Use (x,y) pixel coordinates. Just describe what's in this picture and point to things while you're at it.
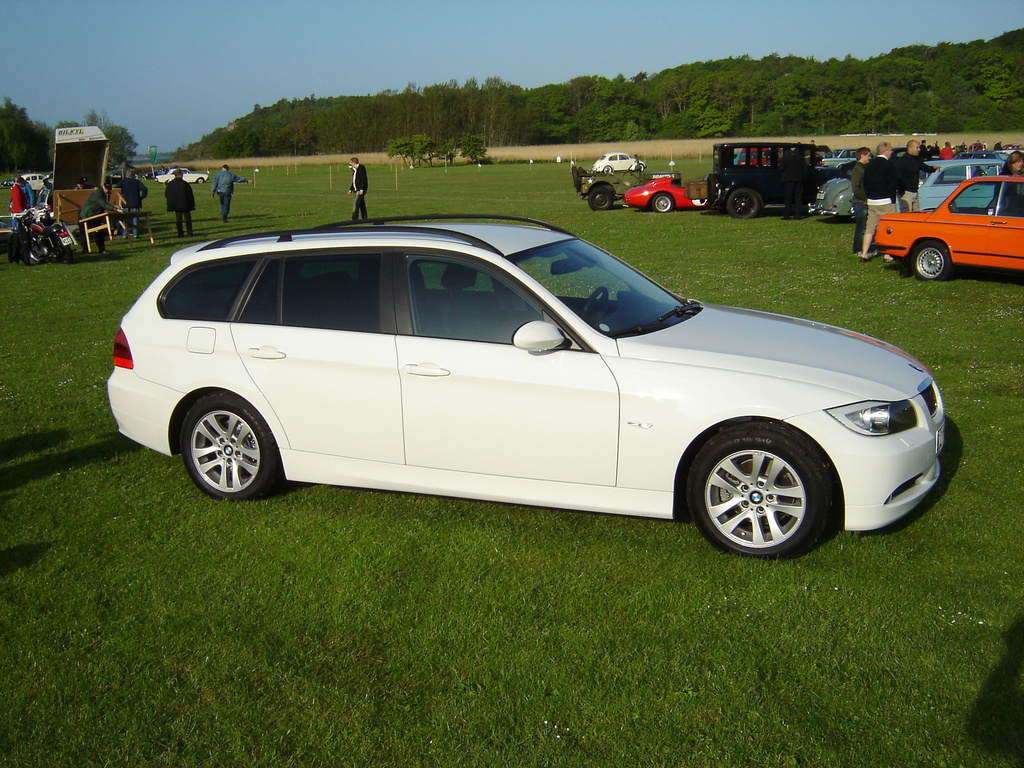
In the center of the image (478,389) there is a car (429,391). In the background (864,175) we can see people (876,166) standing. On the right (917,263) there are cars (718,188) and vehicles (768,158). In the background (186,132) there are trees (336,125) and sky (336,93).
